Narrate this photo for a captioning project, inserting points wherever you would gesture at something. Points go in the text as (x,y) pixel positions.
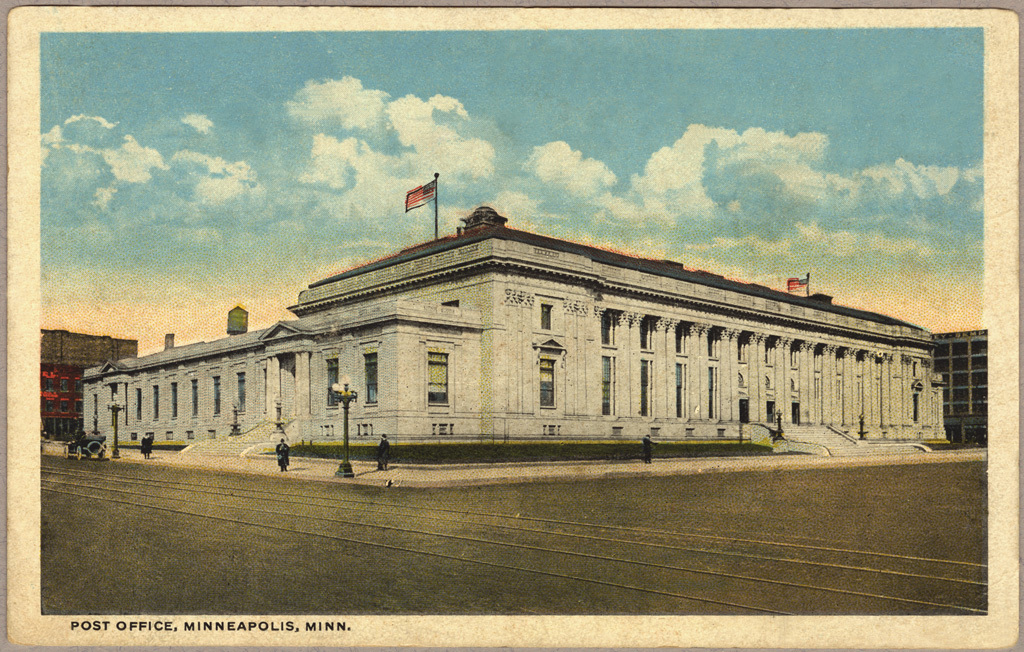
In this picture we can see flags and windows (646,365) on a building (299,404). There are buildings (76,430) visible on the right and left side of the image (61,426). We can see a vehicle (69,444), few people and street lights (346,389) are visible on the path (860,462). Some text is visible in the bottom left (126,622). We can see some grass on the ground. Sky (606,184) is blue in color and cloudy.
